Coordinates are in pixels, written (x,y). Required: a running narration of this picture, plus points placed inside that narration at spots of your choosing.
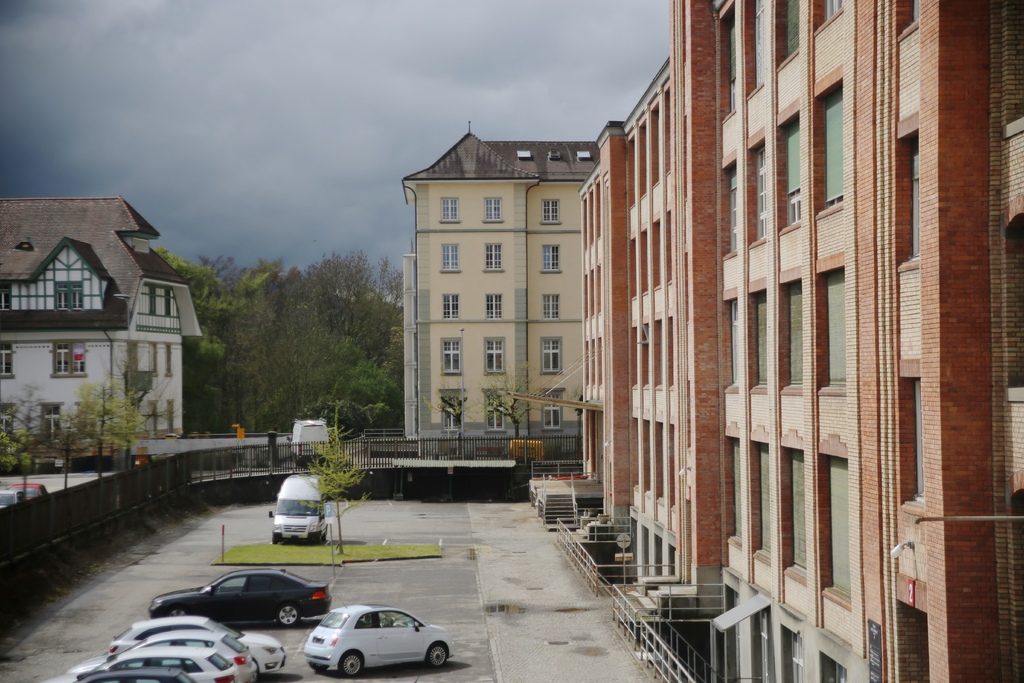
In this image there are few cars (163,667) and a vehicle (303,496) are on the ground (339,579), beside the ground (351,556) there is a fence (361,459). Right side (704,427) there is a building (741,452). Behind the fence (109,485) there are few vehicles (21,487), trees (124,438) and few buildings (12,401). Top of image (404,87) there is sky (366,148).
